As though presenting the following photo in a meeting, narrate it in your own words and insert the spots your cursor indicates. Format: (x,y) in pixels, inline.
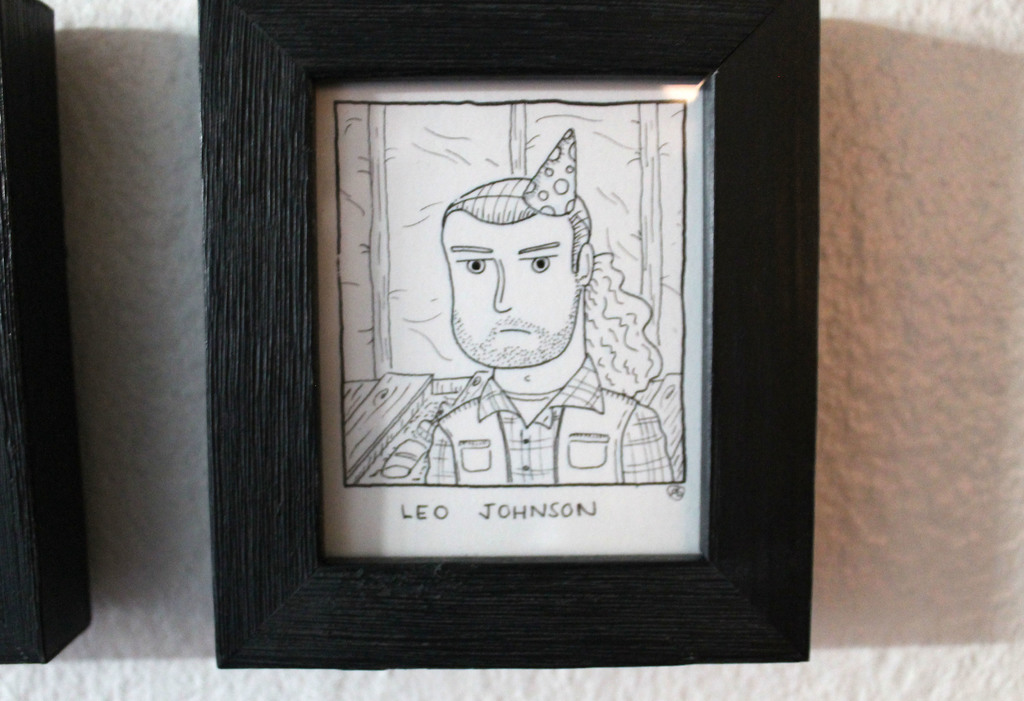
In this image we can see the frame (577,387) with sketch (587,452) and some text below the sketch (596,480) attached to the wall (868,136). There is one white wall (890,112) in the background (888,115), one frame (31,278) truncated on the left side of the image (58,246) and we can see the reflection of light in the frame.
